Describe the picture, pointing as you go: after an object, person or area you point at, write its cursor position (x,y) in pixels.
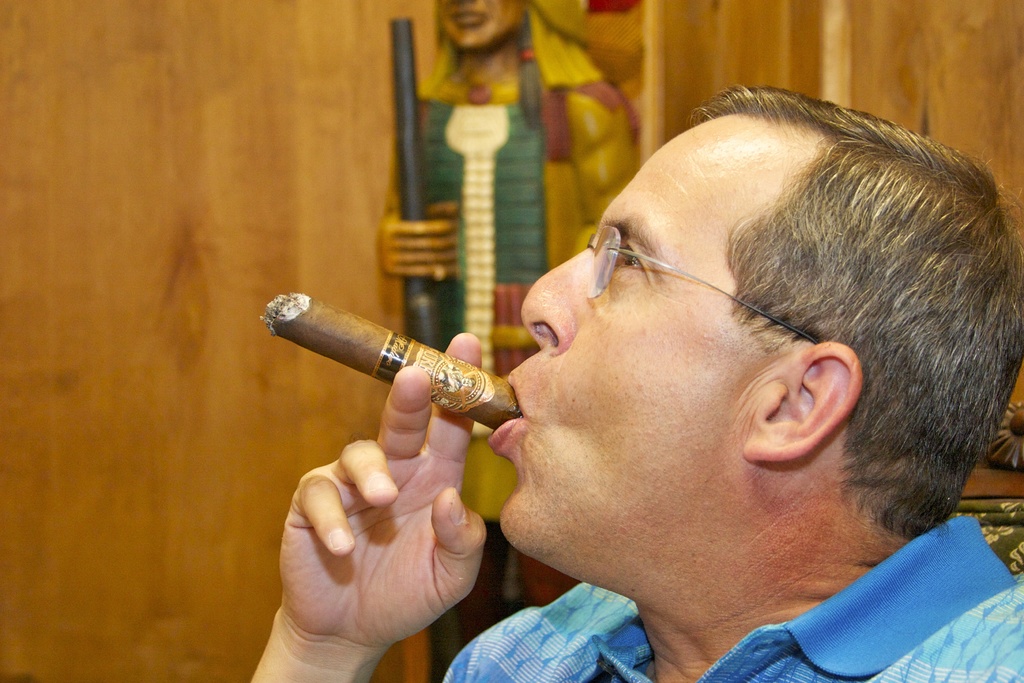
In this image I see a man (571,398) who is wearing blue t-shirt (520,668) and I see that he is wearing spectacle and I see that there is a cigar (411,352) in his mouth (517,391). In the background (287,463) I see the brown color wall (301,287) and I see a sculpture (512,124) over here.
